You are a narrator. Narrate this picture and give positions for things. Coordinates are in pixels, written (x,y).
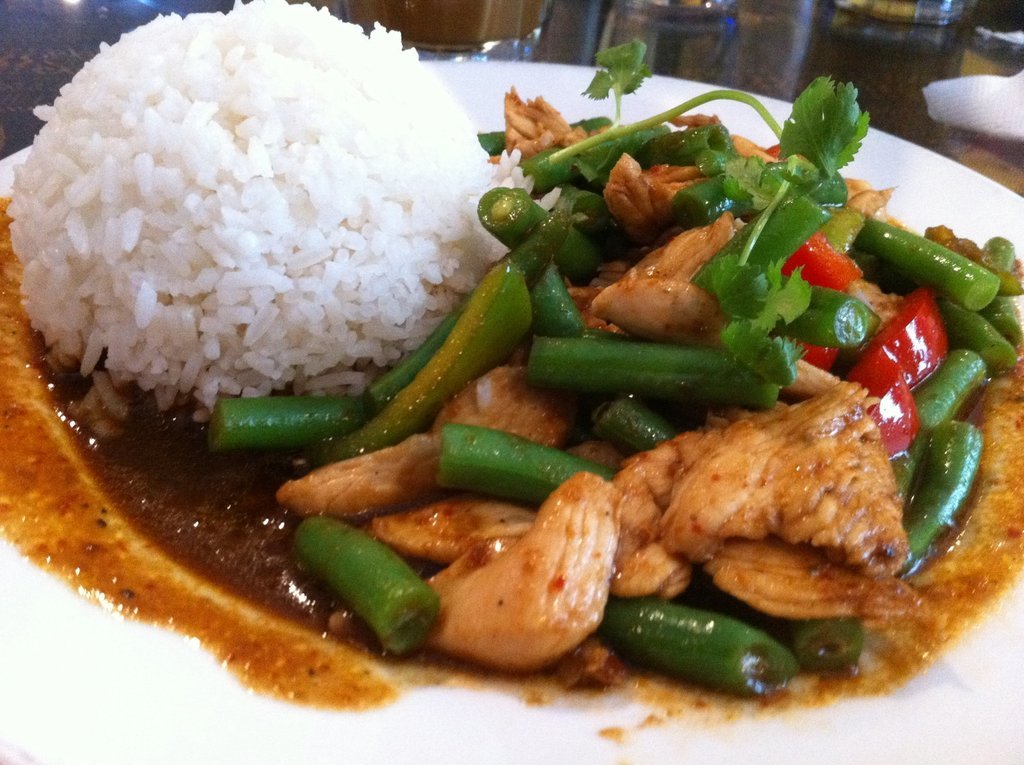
In this image in the foreground (539,196) there is one plate (539,196), and in the plate (252,186) there is rice (163,232) and some food (675,212). And in the background (921,17) there is a tissue paper (951,92) and some objects (830,28).
